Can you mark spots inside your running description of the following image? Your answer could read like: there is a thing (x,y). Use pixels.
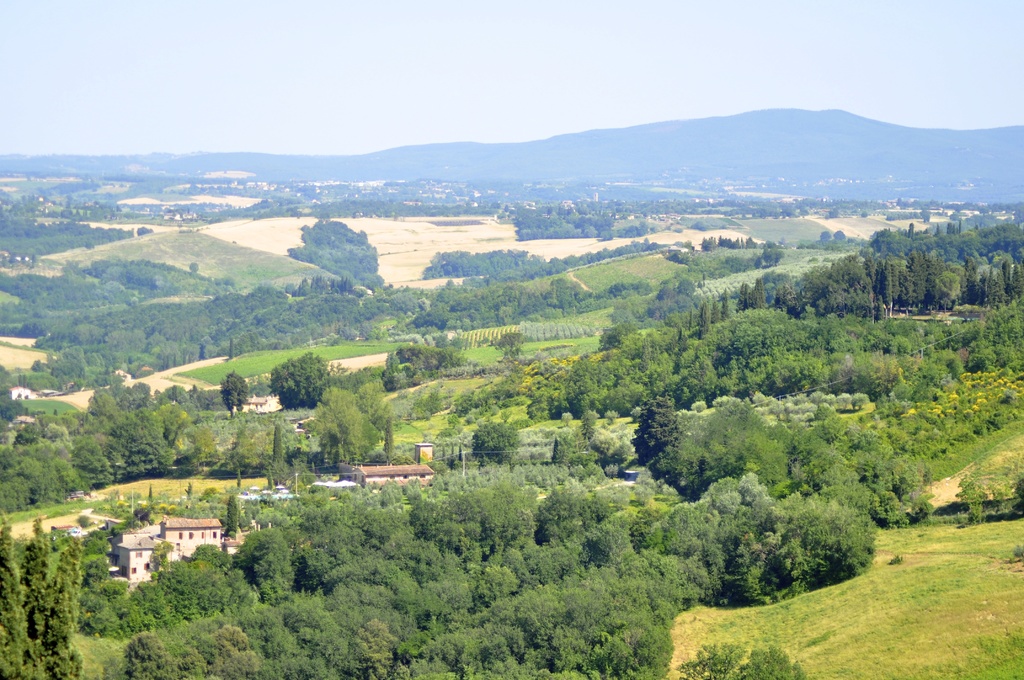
In this picture I can see trees (576,408), houses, hills (460,229), and in the background (581,43) there is sky (837,54).
